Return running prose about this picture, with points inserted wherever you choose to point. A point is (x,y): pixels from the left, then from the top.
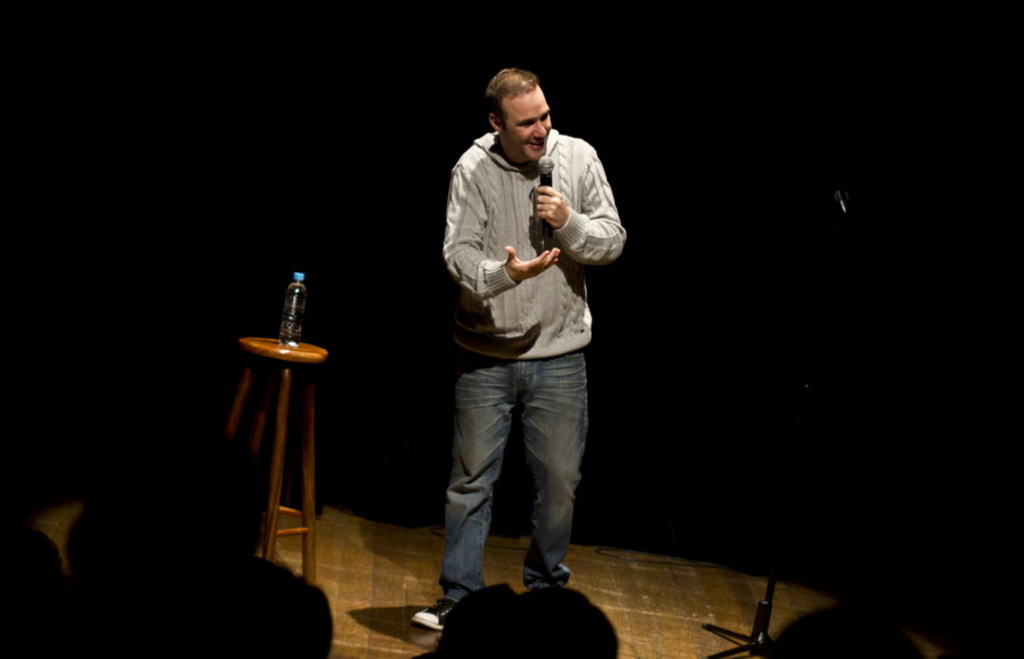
In this picture we can see man (492,202) holding mic (543,164) in his hand (539,192) and talking beside to him bottle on stool (310,395) and in front of him we can see some persons (273,602) and in background (319,384) it is dark.
